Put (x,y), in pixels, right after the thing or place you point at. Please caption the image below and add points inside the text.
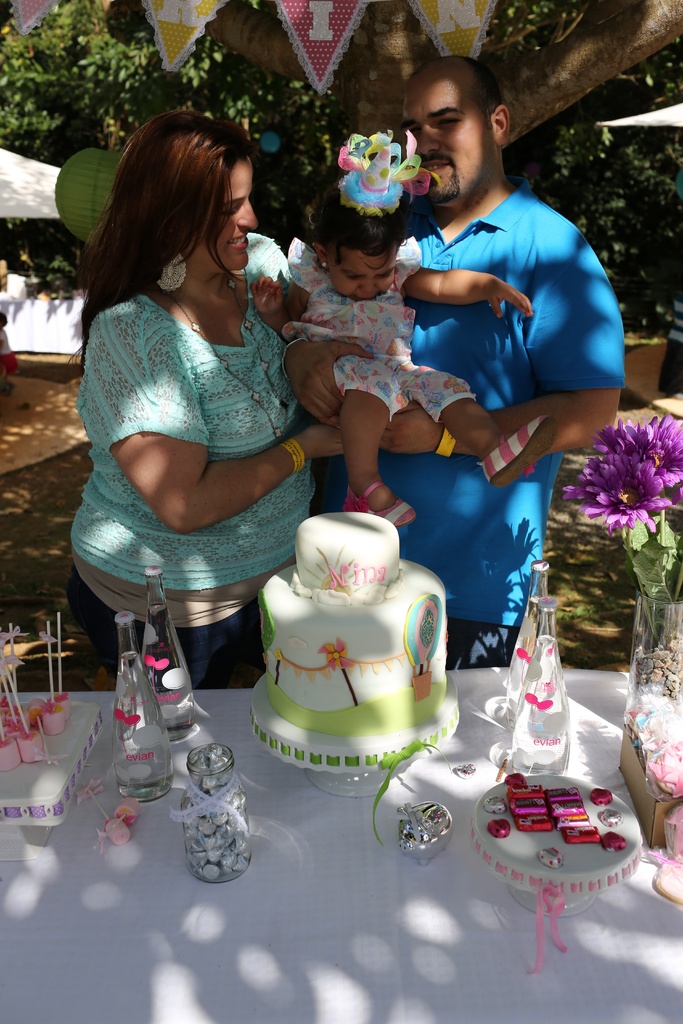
On the background (368,59) we can see trees (37,121) and decoration (446,49). We can see a man (500,187) and a women (240,386) holding baby (374,409) in their hands (334,389) in front of a table (364,798) and on the table (256,767) we can see a cake (311,555), candies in a bottle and a flower vase (680,674).
